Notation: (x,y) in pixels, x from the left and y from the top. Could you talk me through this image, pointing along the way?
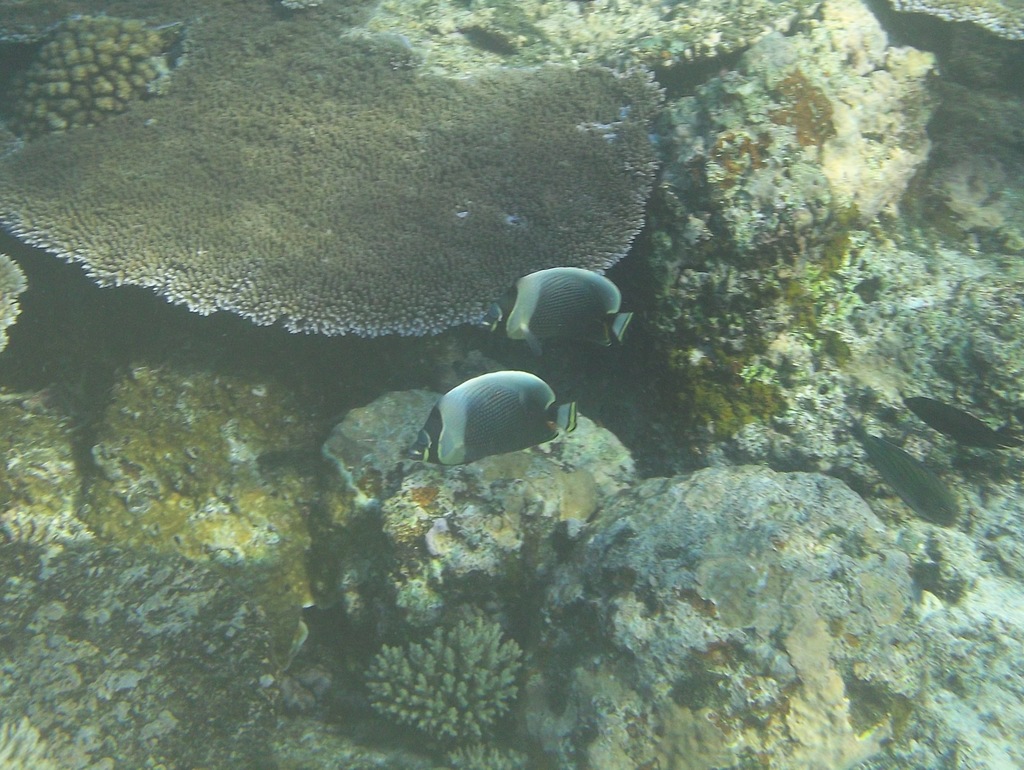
In the center of the image (460,430) there are fishes (534,392) in the water (498,460). In the background (345,290) we can see the algae (489,186).
